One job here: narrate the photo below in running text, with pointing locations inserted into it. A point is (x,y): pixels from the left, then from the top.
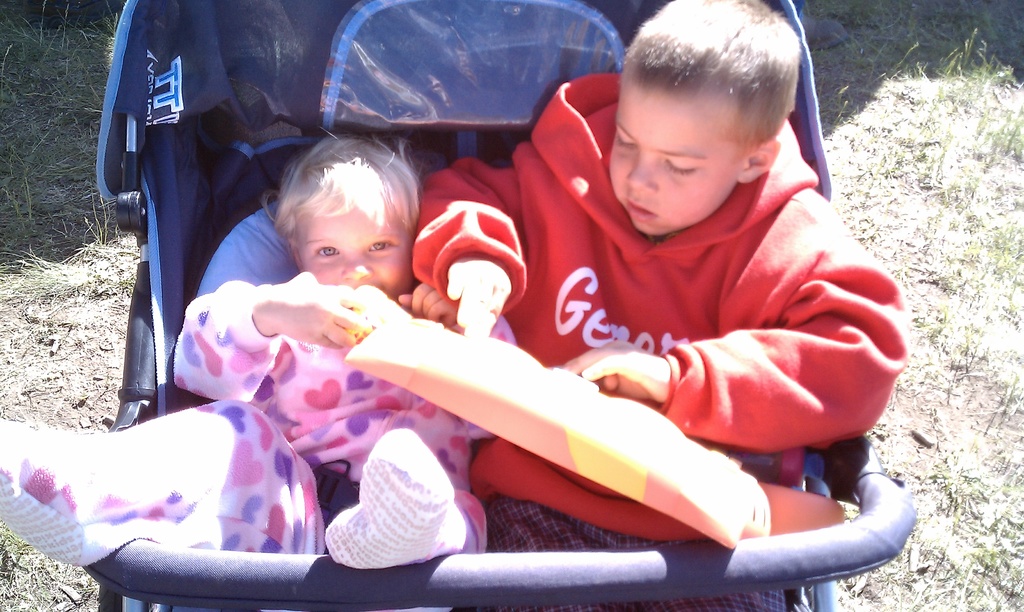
In this picture we can see two kids (412,252) in a stroller (410,155). At the bottom (942,439) there is grass (934,207) and soil (44,313).
